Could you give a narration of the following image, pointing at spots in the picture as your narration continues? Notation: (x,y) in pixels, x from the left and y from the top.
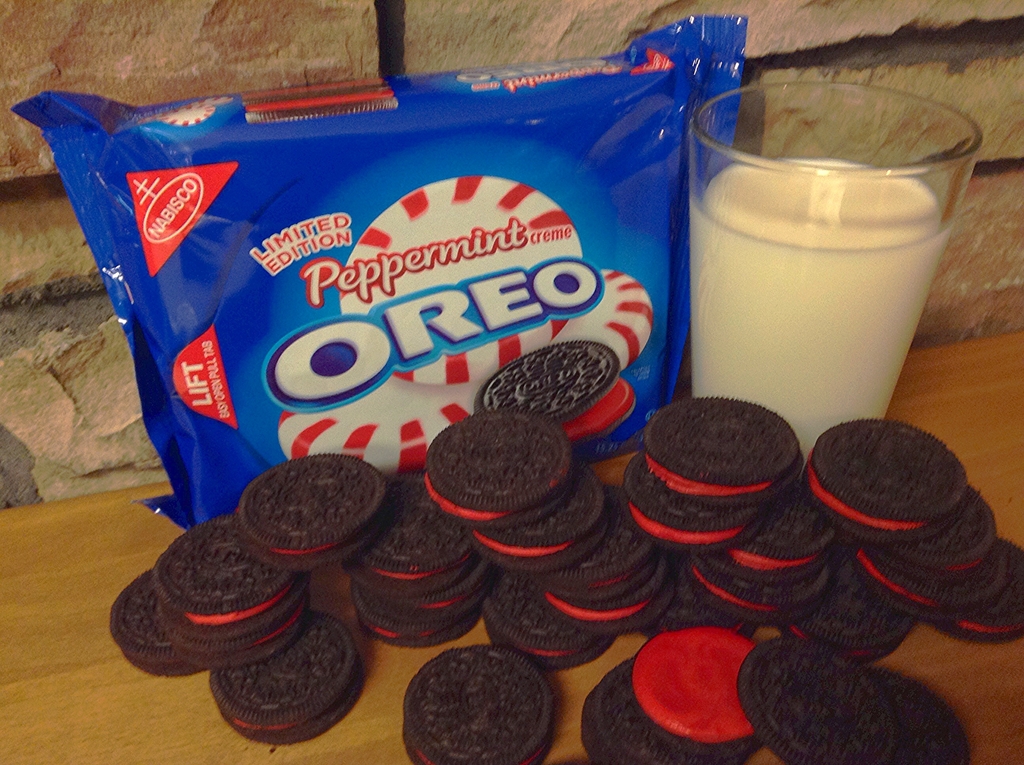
In this image we can see some biscuits (603,601), milk (724,308) in a glass (779,248) and a biscuit packet (434,358) on a surface (917,666), also we can see a wall (217,52).
